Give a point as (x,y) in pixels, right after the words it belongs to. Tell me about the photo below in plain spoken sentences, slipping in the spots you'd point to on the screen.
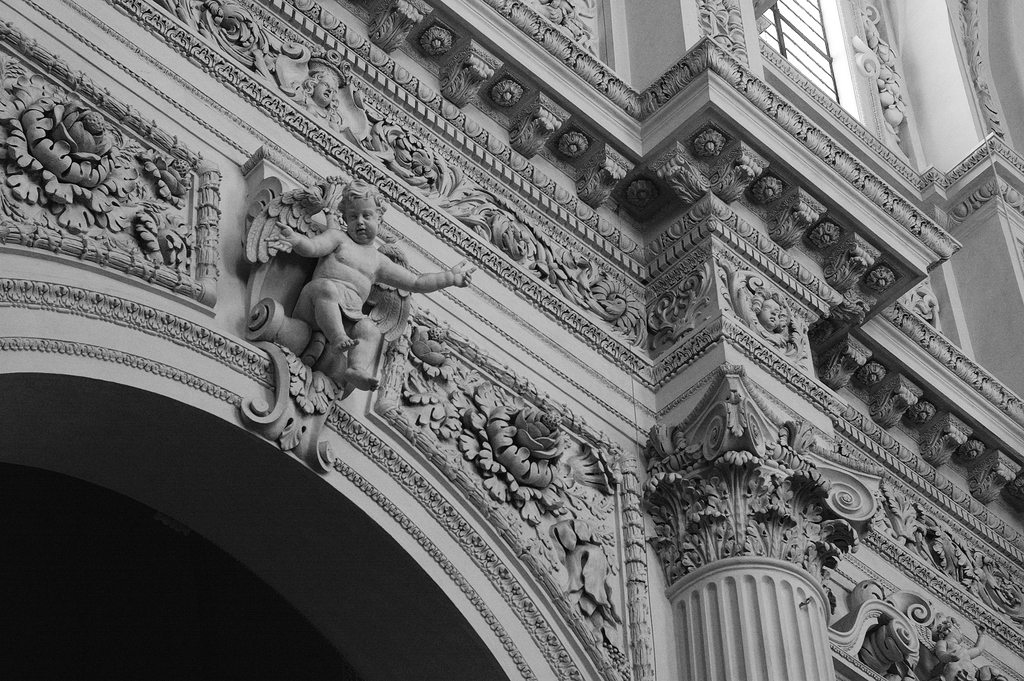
This image consists of a building (555,515). On which there is an art (692,507) on the walls (595,526). In the front (371,319), there is a sculpture (362,319) of a boy (337,333) on the wall (438,298).
